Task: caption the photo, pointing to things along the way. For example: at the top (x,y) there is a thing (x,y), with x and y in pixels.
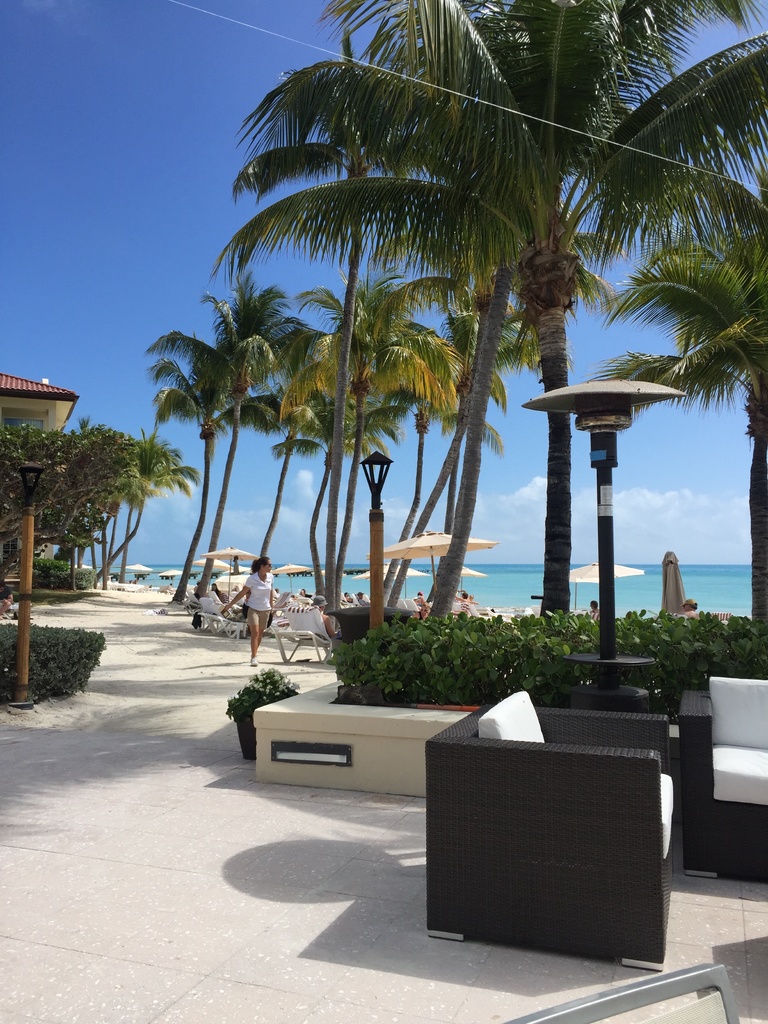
This picture shows trees (327,392) and few plants (81,636) and we see couple of chairs (650,727) and few umbrellas (406,552) and a woman (265,624) walking and we see few people (462,602) under the umbrellas (435,576) and we see water (435,567) and a blue cloudy sky (506,479) and we see a house (58,403) on the side.
